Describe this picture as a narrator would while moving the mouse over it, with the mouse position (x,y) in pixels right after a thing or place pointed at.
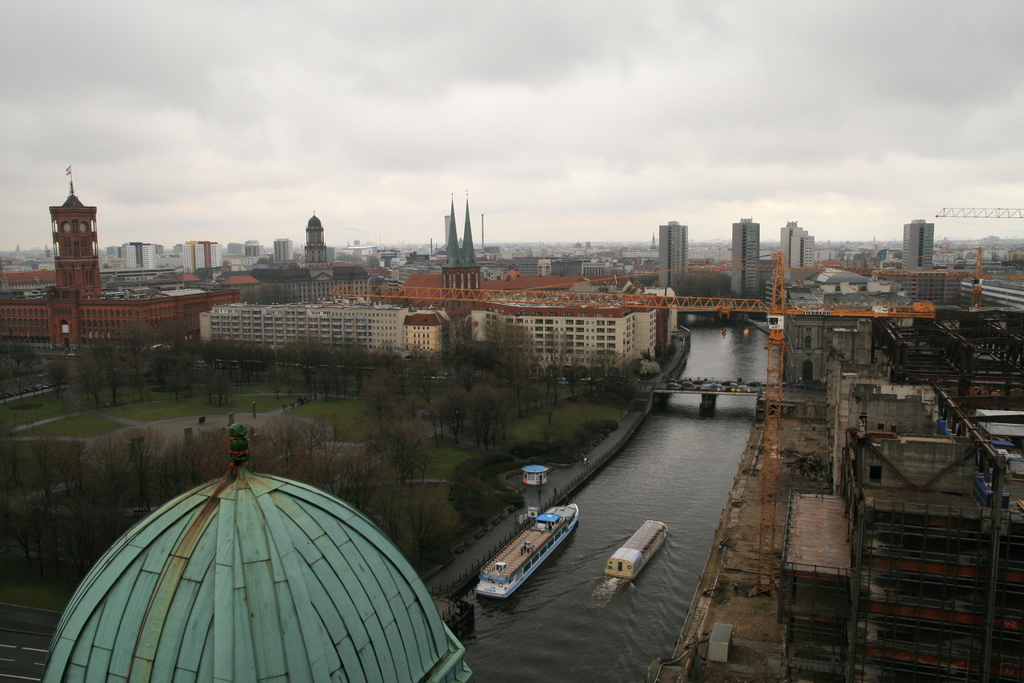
In this image I can see few buildings (178,668), few cranes (647,275), few other buildings (839,380) which are under construction, the water (688,442), few boats (550,522) on the surface (569,560) of the water (519,607), a bridge (661,385), few vehicles (712,385) on the bridge (710,403), few trees (488,391) and some grass (339,427) on the ground (164,407). In the background (407,123) I can see few buildings (729,252) and the sky (375,97).
